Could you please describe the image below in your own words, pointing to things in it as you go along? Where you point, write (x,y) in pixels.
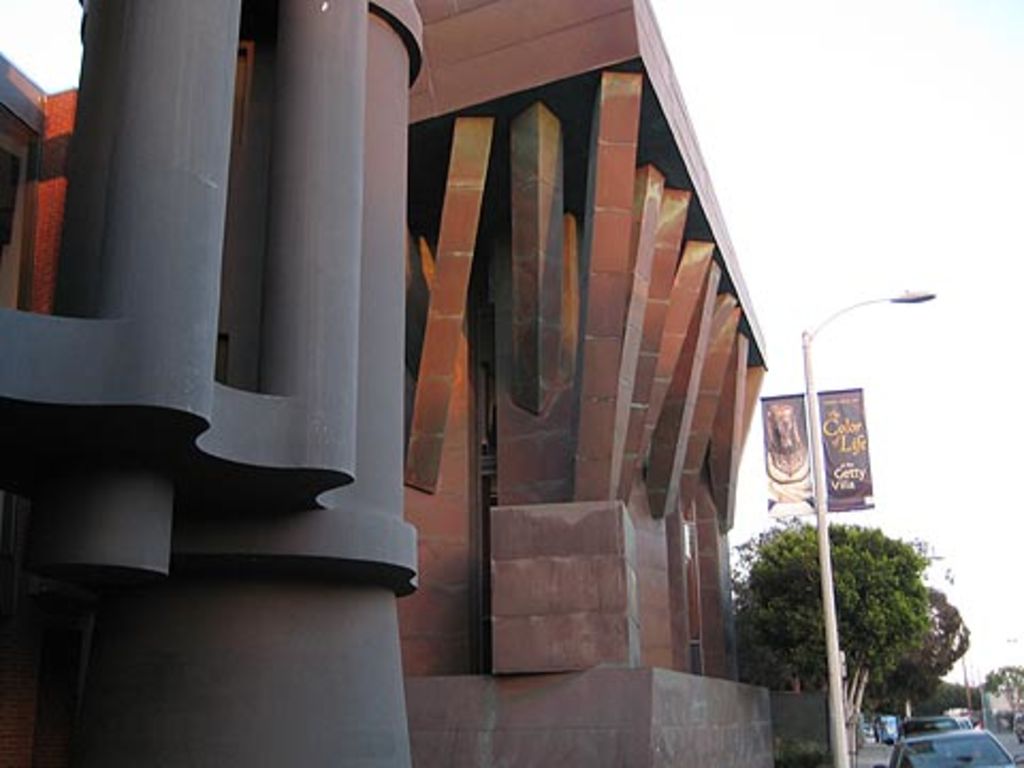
In this picture I can see a building (673,515), trees (887,656) and few cars (953,737) on the road (1009,732) and I can see pole lights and couple of banners (826,449) with some text (843,436) and I can see a cloudy sky (943,300).
